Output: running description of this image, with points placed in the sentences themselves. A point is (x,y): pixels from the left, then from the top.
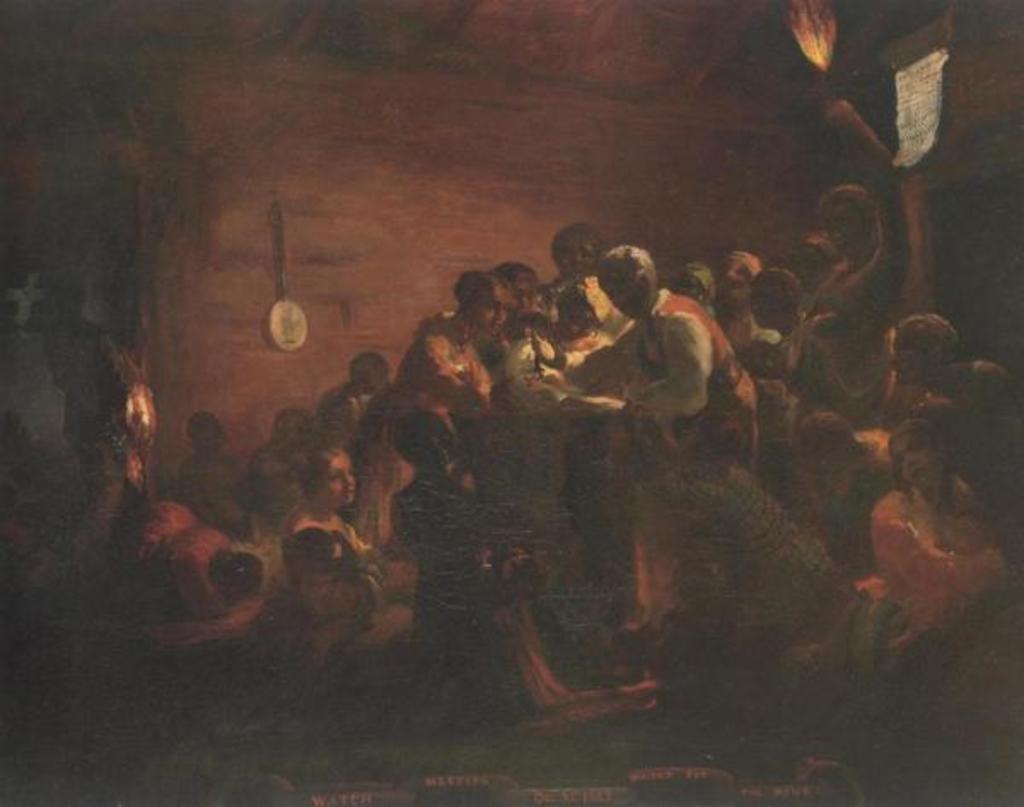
In this image we can see the painting (423,151) of a few people (944,383) here.
